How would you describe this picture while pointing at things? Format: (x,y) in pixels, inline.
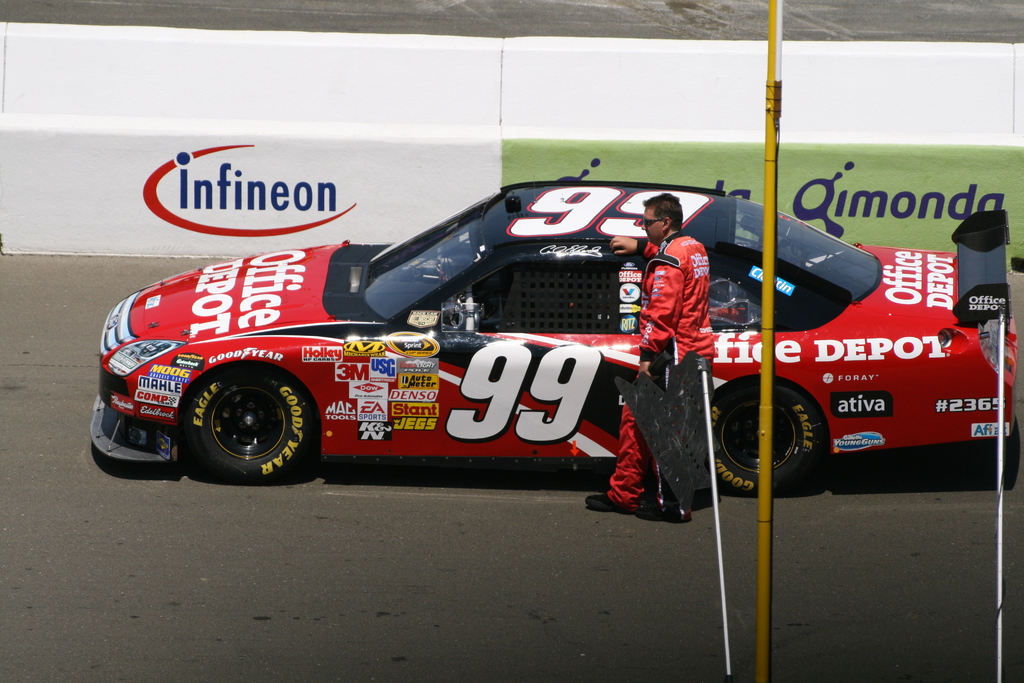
In the picture I can see a car (606,406) and a man (642,346) is standing on the road (413,513). On the car (732,474) I can see logo's (366,385) and something written on it. I can also see logo's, poles (769,416) and some other objects (647,385).
